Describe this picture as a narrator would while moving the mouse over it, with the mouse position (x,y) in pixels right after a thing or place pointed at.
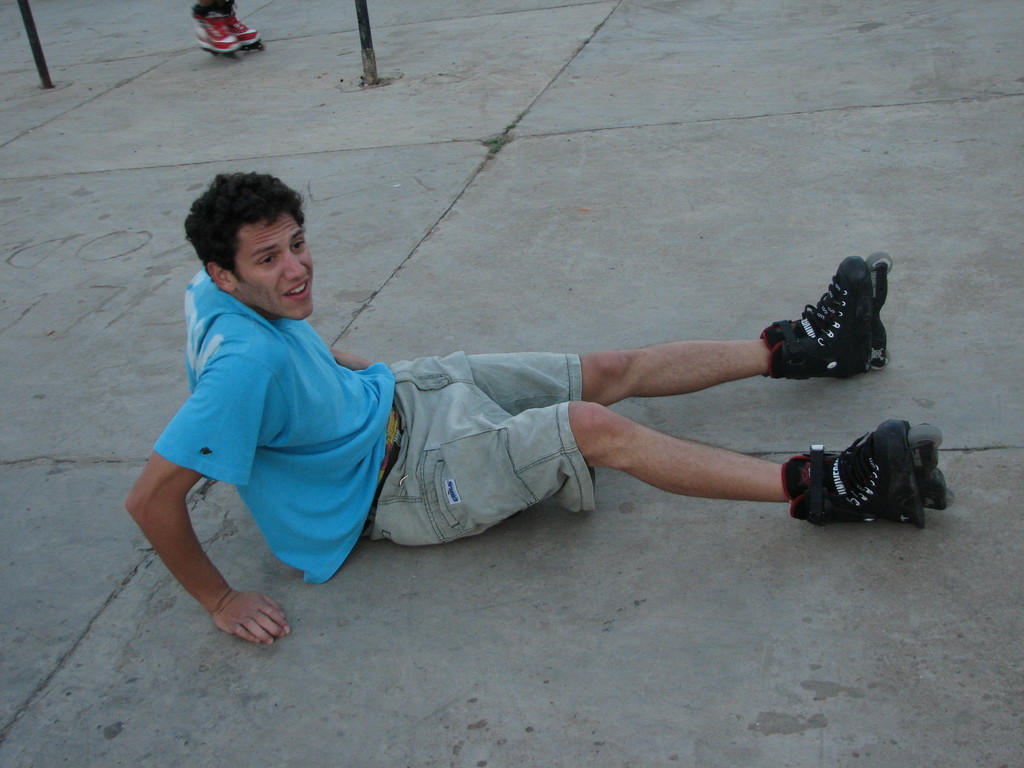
The man (395,372) in the middle of the picture (369,401) wearing a blue T-shirt (294,434) is sitting on the floor (523,525). He is wearing the skate shoes (774,354). At the top (33,31), we see two poles (38,64) and red color skate shoes (228,35). At the bottom (505,621), we see the pavement (692,671).
